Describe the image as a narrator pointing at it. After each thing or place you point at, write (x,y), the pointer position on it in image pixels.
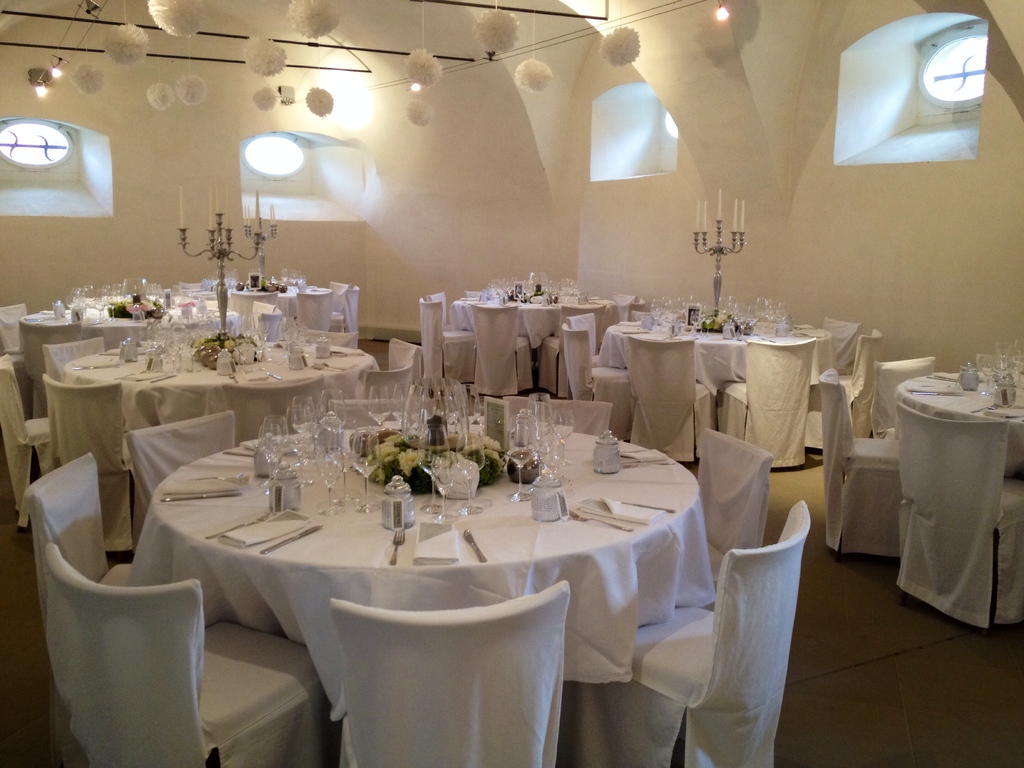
This picture is clicked inside. In the center (354,300) we can see there are many number of chairs (911,430) and we can see tables (286,550) on the top of which candle stands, glasses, bottles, forks (398,535), knives (311,534), napkins (439,546), glass jars (607,436) and many other items (477,450) are placed. At the top (415,14) we can see the roof (408,21) and there are some objects (282,56) hanging on the roof (358,67) and we can see the lights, metal rods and we can see the windows (925,86) and the wall (419,202).
